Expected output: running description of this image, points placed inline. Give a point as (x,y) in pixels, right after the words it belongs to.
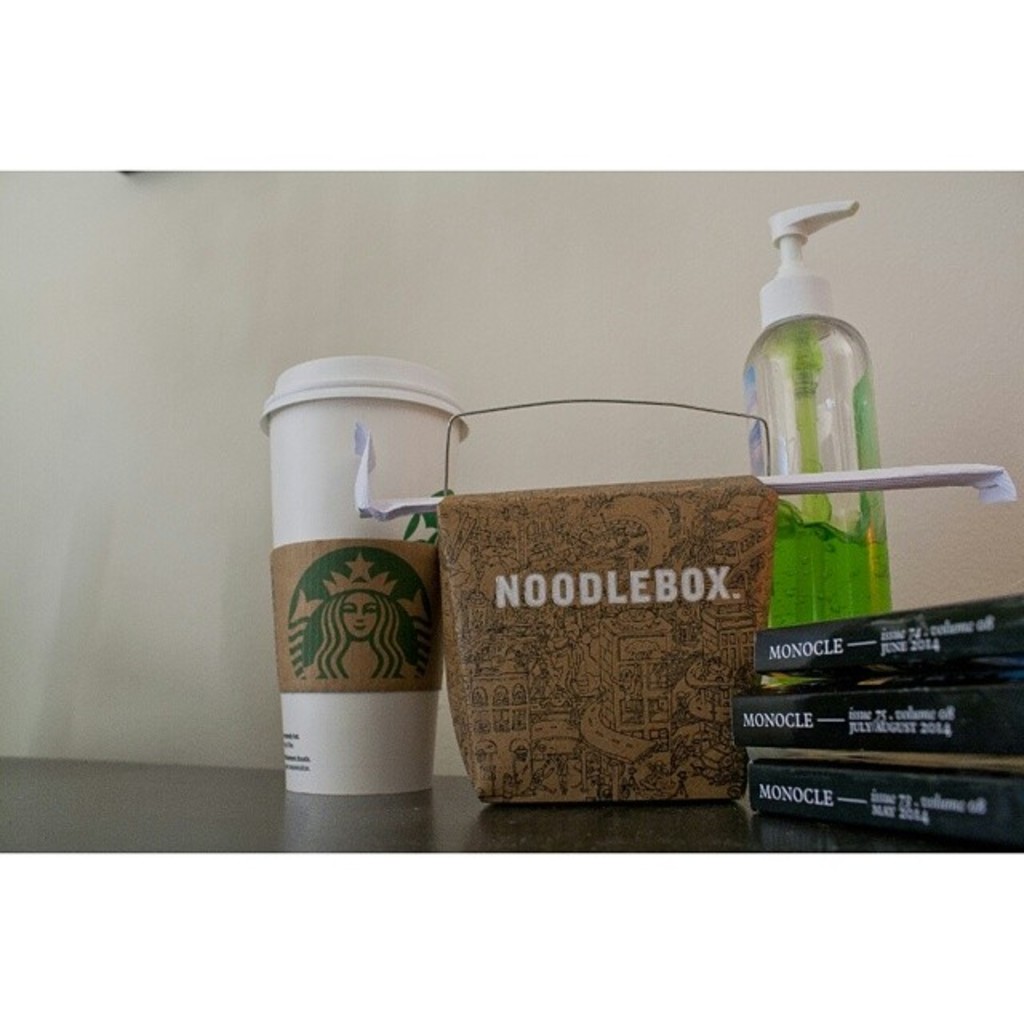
In the image there is a coffee mug (331,612) and beside that it's a noodle box (713,662) and on right side (840,551) there is a hand wash bottle (840,551) and in front of it there are three books (921,756).
